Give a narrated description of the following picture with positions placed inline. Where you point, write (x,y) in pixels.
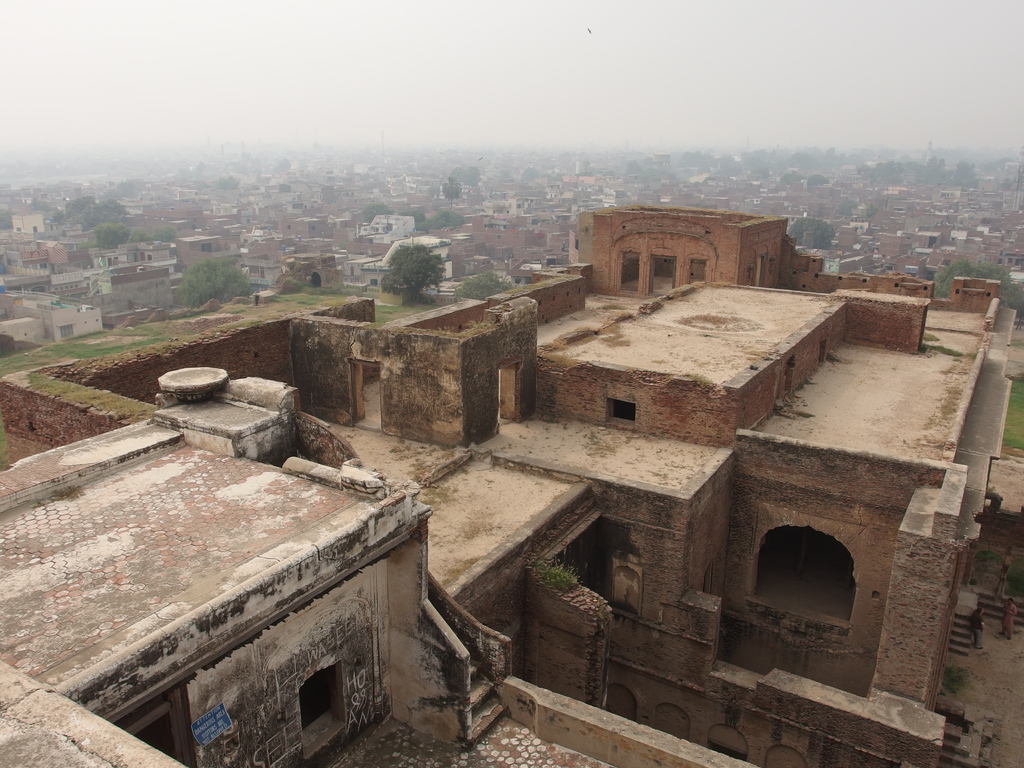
In this image I can see buildings (362,380). There are trees (442,225) and in the background (537,49) there is sky (411,8).
